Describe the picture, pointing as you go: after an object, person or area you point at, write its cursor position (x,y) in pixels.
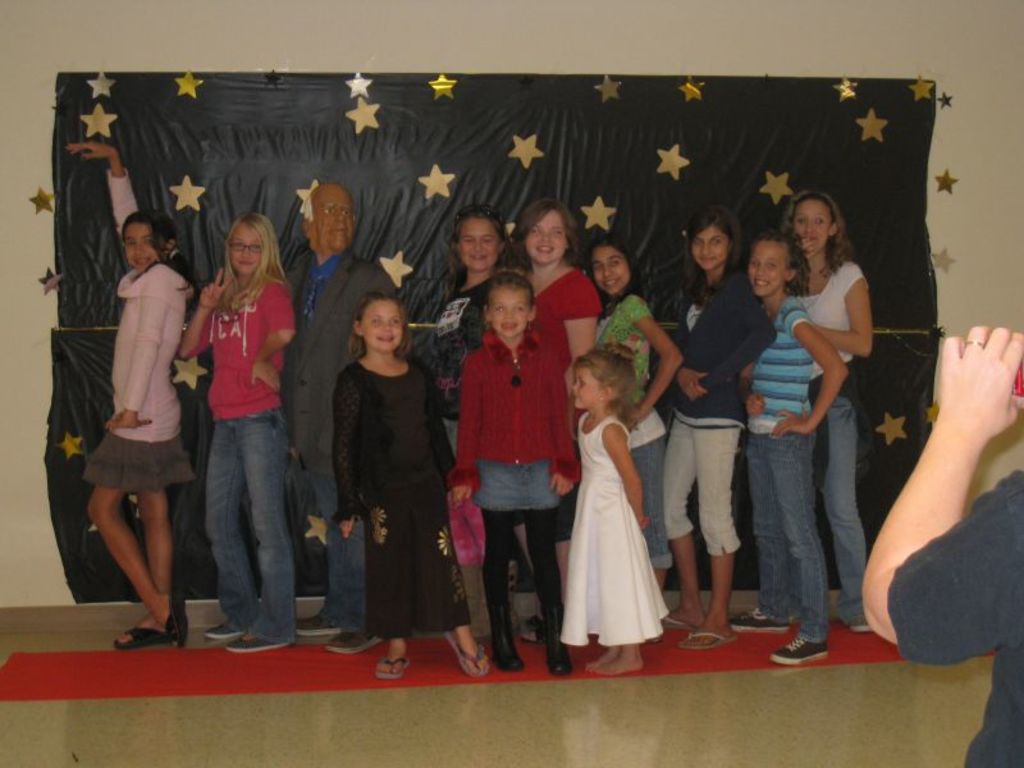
In this picture there are few persons (501,354) standing and there is a black banner (543,190) which has few stars (524,161) on it is attached to the wall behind them and there is a person (972,419) holding a camera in his hands (987,438) in the right corner (970,539).
